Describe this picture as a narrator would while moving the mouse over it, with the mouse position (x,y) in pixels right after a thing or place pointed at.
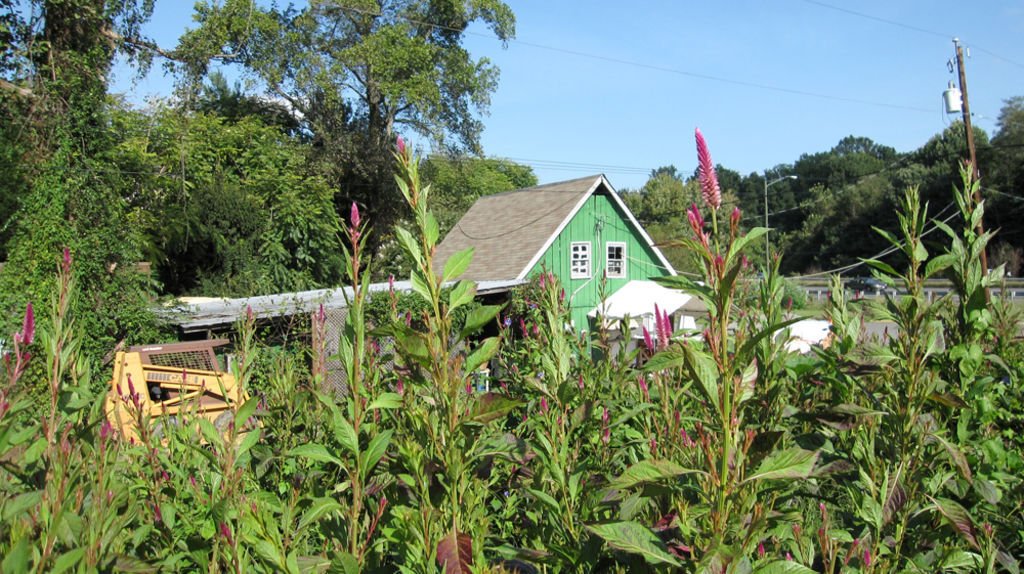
This picture is taken from the outside of the city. In this image, in the middle (544,233), we can see a house (605,267), window (611,254). On the right side (1003,305), we can see some trees (955,134), plants (923,256), electric pole (967,101), electric wires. On the right side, we can also see a street light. On the right side (840,319), we can see some plants (66,406) with flowers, trees (132,148). In the background (149,414), we can also see some yellow machine (197,354). At the top (616,50), we can see a sky (655,99) which is clear.
